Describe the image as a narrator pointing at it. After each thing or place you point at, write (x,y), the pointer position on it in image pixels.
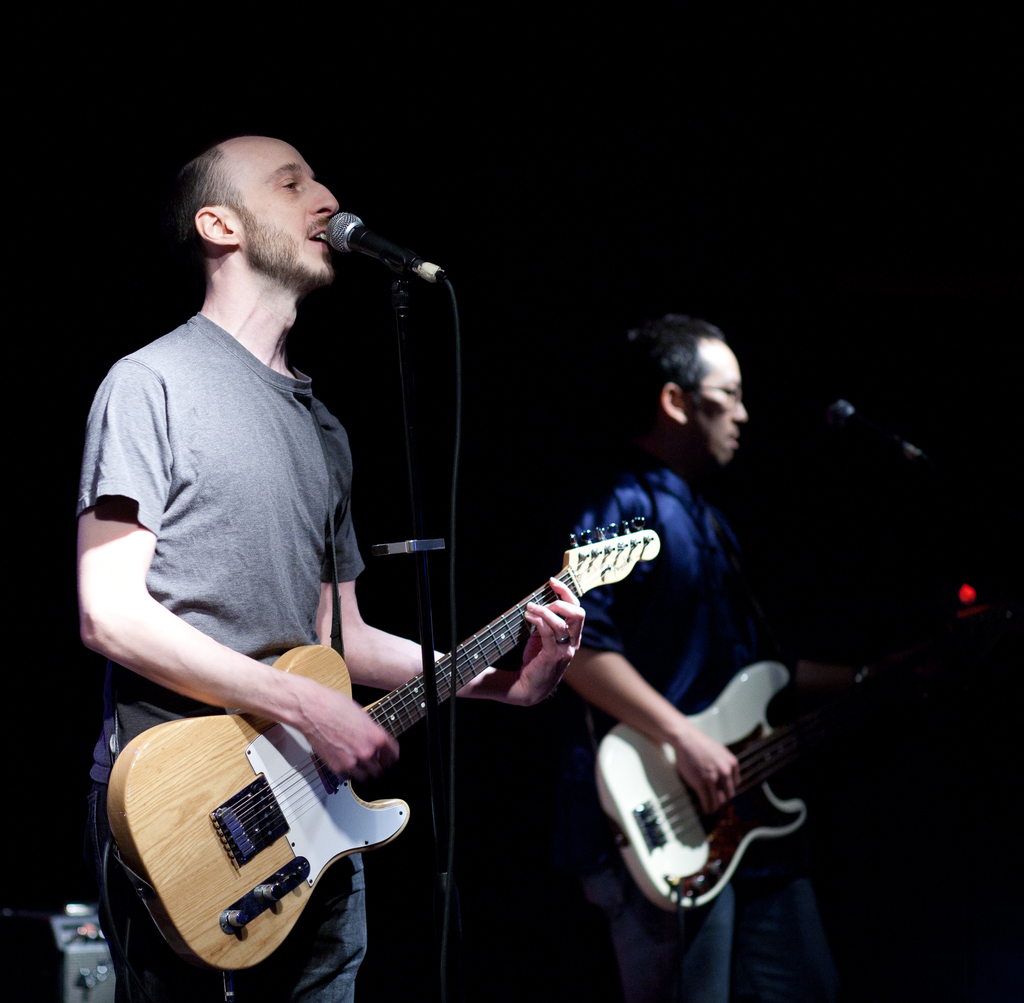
Background (158,135) is very dark. Here we can see two men (643,407) standing in front of a mic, playing guitars (304,652) and singing.
